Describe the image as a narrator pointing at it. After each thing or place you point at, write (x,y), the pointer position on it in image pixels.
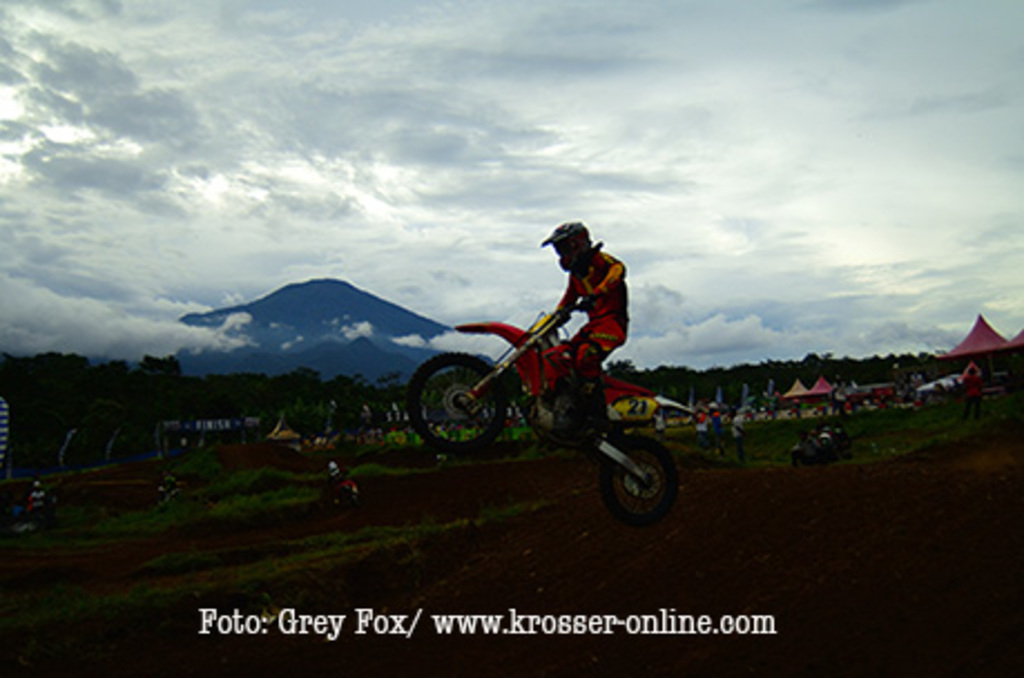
Here we can see a man (626,337) riding a bike (650,512) and there are few persons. This is grass (197,511). In the background (816,389) we can see trees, umbrellas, mountain (425,329), and sky (497,269).
